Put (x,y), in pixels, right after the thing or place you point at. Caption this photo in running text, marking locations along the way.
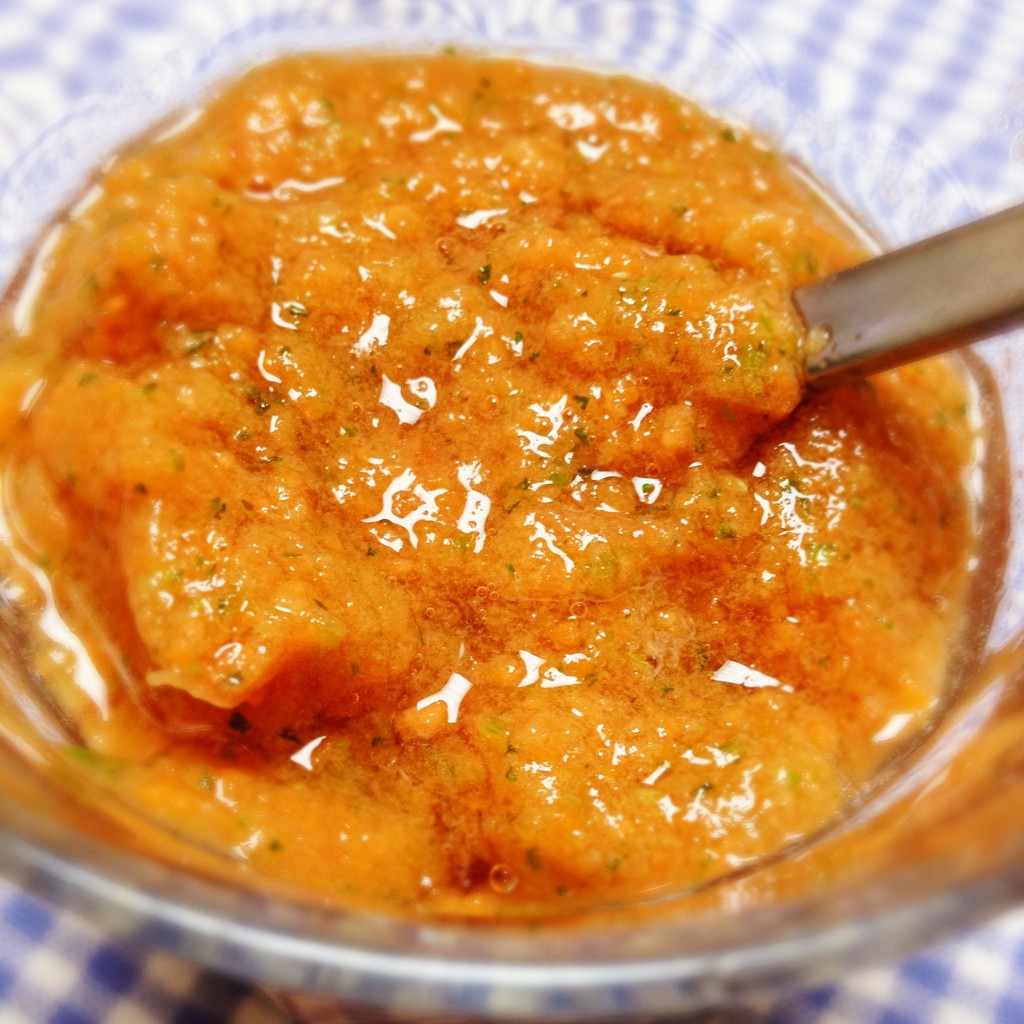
In the image in the center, we can see one table (62,193). On the table (62,193), we can see one cloth (13,45) and bowl (694,35). In the bowl (686,60), we can see one spoon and some food items (361,760).
